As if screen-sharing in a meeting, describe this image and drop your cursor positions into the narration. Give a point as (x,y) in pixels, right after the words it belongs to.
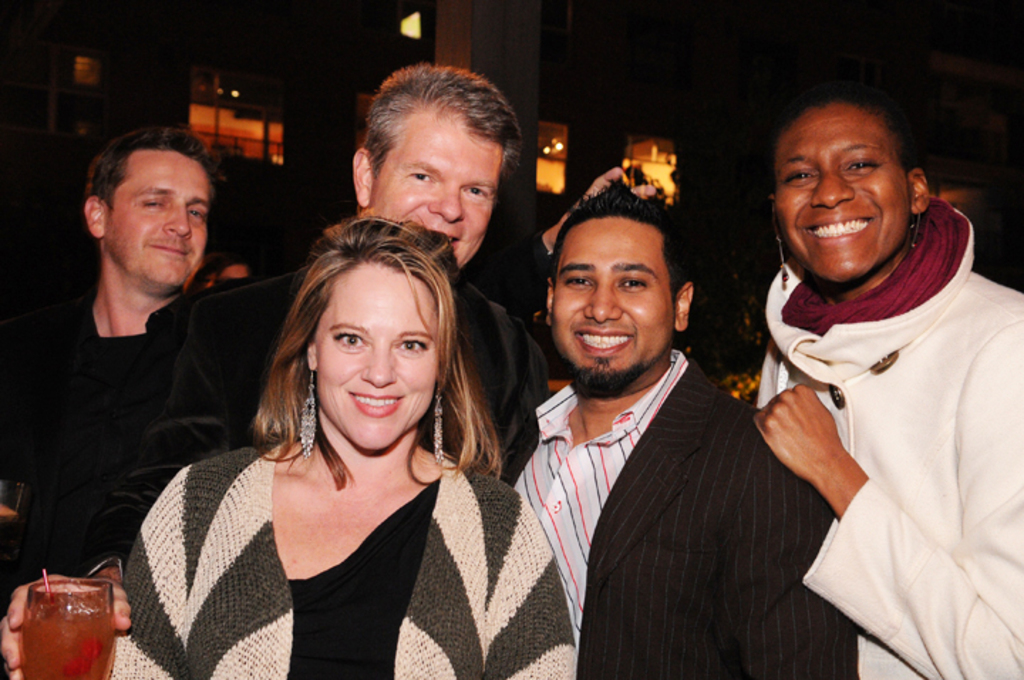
This image consists of two women (478,637) and three men (719,679). In the front (424,647), the woman (359,609) is wearing a sweater (122,654). On the right (936,465), the woman (968,420) is wearing a white jacket (877,474). In the background (449,30), we can see a pillar (453,15) and windows (228,93). And the background (72,152) is too dark.
